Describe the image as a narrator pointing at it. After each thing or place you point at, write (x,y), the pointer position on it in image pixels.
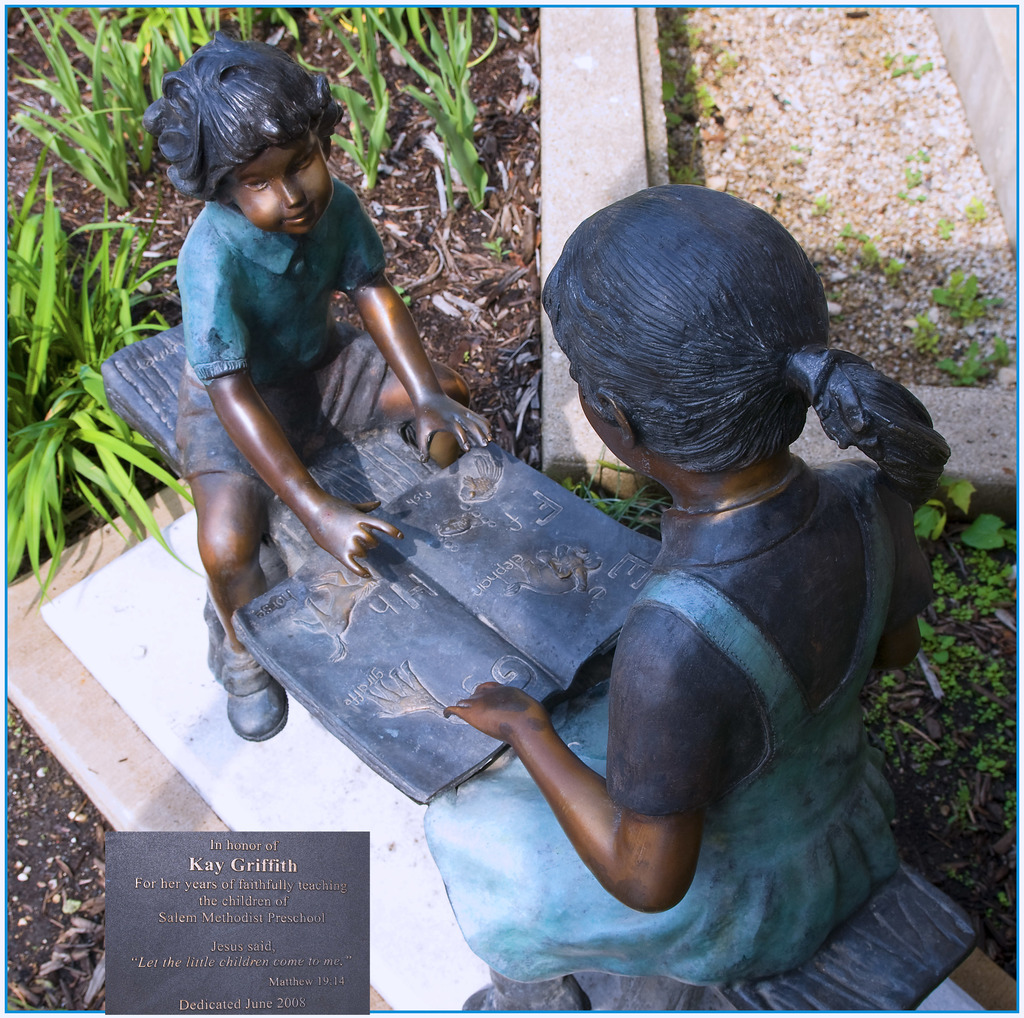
In the image there is a statue (646,364) of a boy (300,254) and a girl (775,389). In between them there is a book (364,578). Behind them there's grass (267,13) on the ground (338,148). And also there is a small wall (546,321) and there are small stones (940,348). In the bottom left corner of the image (116,927) there is a black stone name plate (211,881) with something written on it.
